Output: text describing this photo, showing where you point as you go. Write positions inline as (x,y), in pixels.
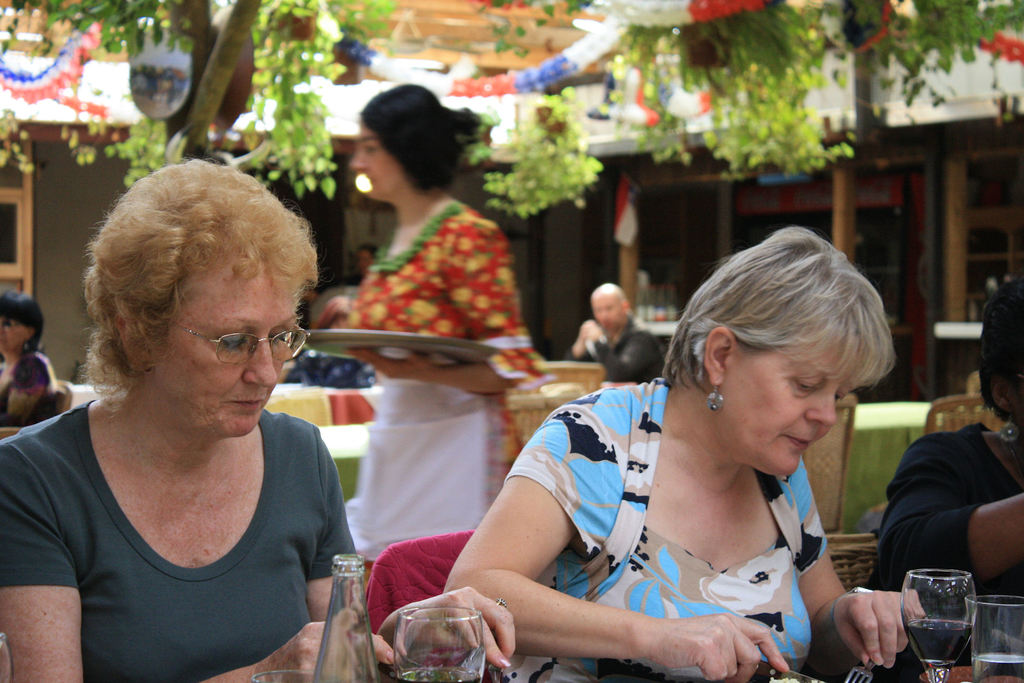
In the foreground of this image (318,438), there are two women (642,509) sitting on the chairs (389,587). In front of them, there are glasses (957,652) and a bottle (359,660). The woman (868,650) is holding a knife (814,682) and a fork (857,678). In the background (624,362), there are persons (626,319) sitting in tables (72,395), a woman (418,312) standing and holding a tray (433,344), few decorations (496,86), tree (198,103) and the plants (772,64) are on the top (990,15). On the right (993,469), there is another woman (996,477) and in the background (105,159), we can see the building (96,174).
